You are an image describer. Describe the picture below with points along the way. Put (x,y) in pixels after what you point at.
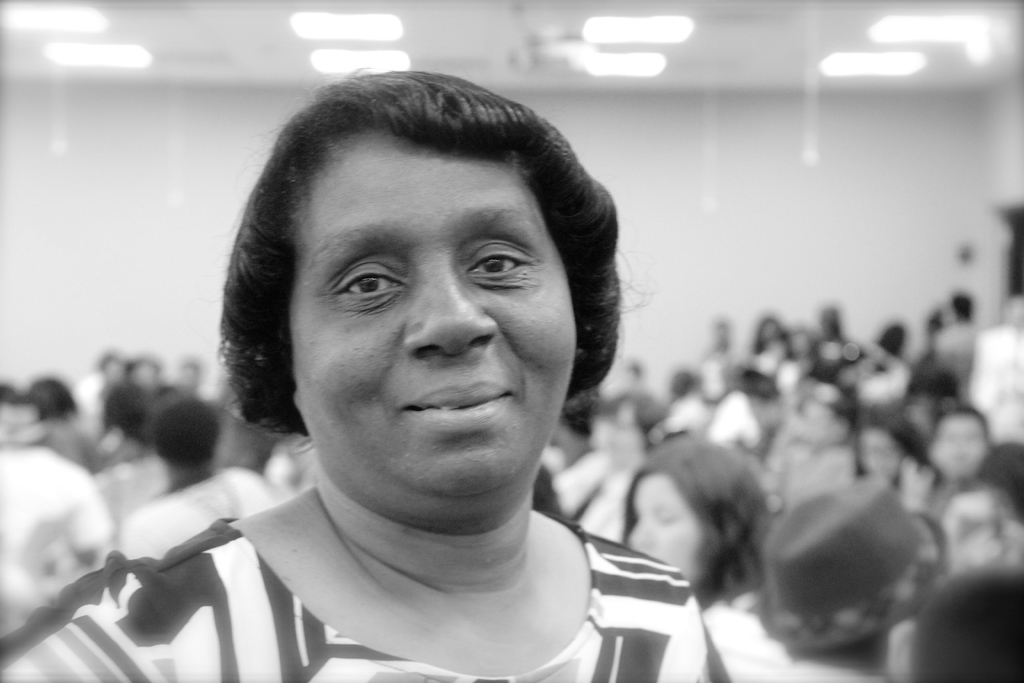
This is a black and white image. We can see a few people (710,505) and the background (714,246) is blurred.
